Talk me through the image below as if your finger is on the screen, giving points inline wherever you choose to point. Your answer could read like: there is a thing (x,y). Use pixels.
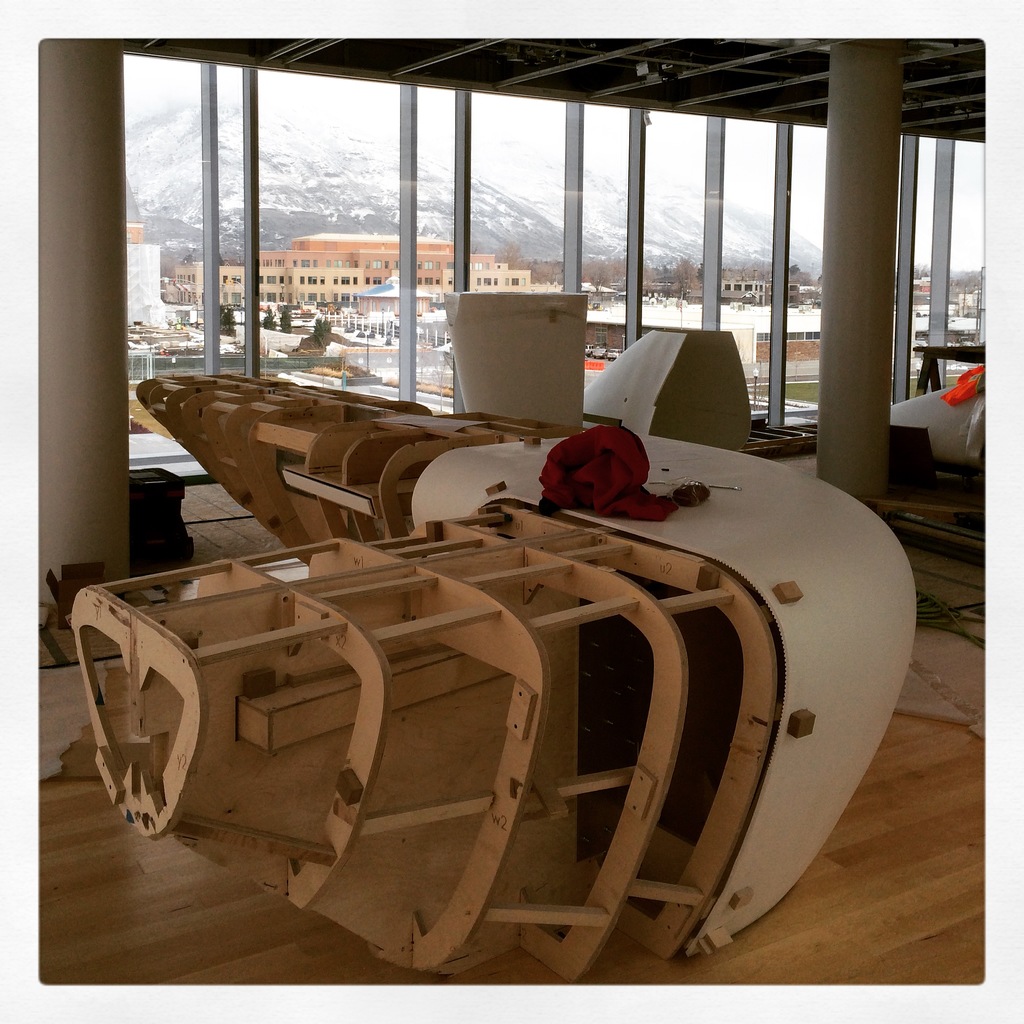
In this image I can see the wooden object (477,652). On the wooden object (719,566) I can see the red color cloth (599,454). In the background (664,288) I can see the glass wall (206,187), few buildings (386,235) in brown and cream color and I can also see the mountains (175,157) and the sky (561,155) is in white color.
